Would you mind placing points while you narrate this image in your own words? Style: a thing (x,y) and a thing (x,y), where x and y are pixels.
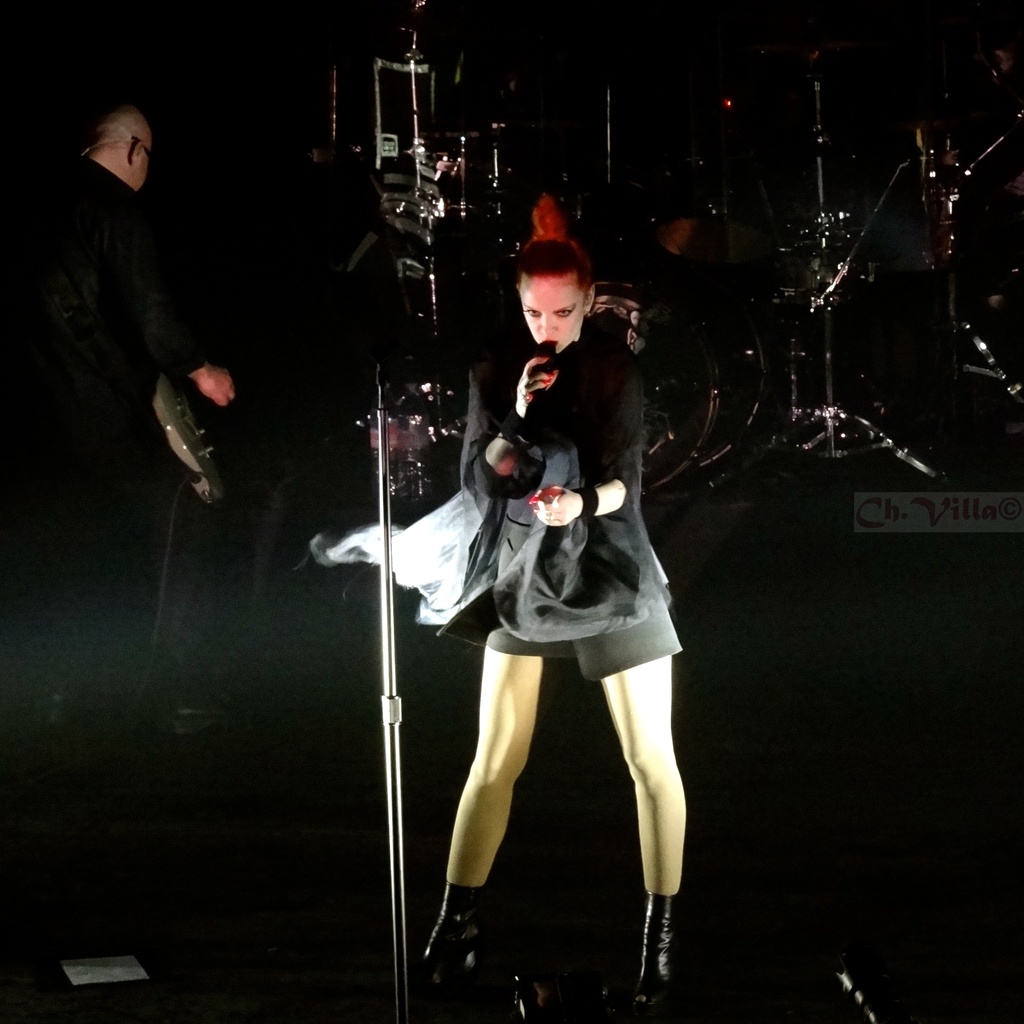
This picture describes about group of people (634,660), in the middle of the given image we can see a woman (625,497), she is singing with the help of microphone (544,360), in the background (784,281) we can find few musical instruments (740,386).
